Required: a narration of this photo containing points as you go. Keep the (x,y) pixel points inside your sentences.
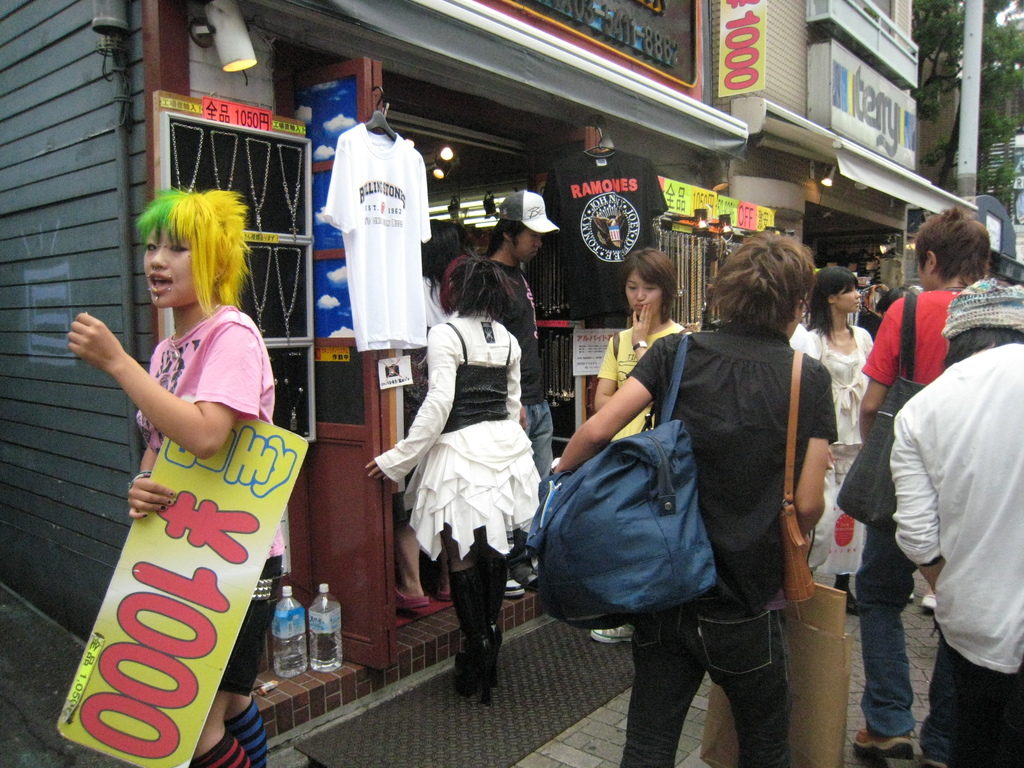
In this image, we can see a group of people (1016,618) are standing on the footpath (538,759). Here a person (180,426) is holding a board (178,619). Few people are wearing bags (567,593). Background (778,104) there is a building (43,293), wall (16,200), pipes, light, clothes (365,300), some objects (397,368), shop (499,181), hoardings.
